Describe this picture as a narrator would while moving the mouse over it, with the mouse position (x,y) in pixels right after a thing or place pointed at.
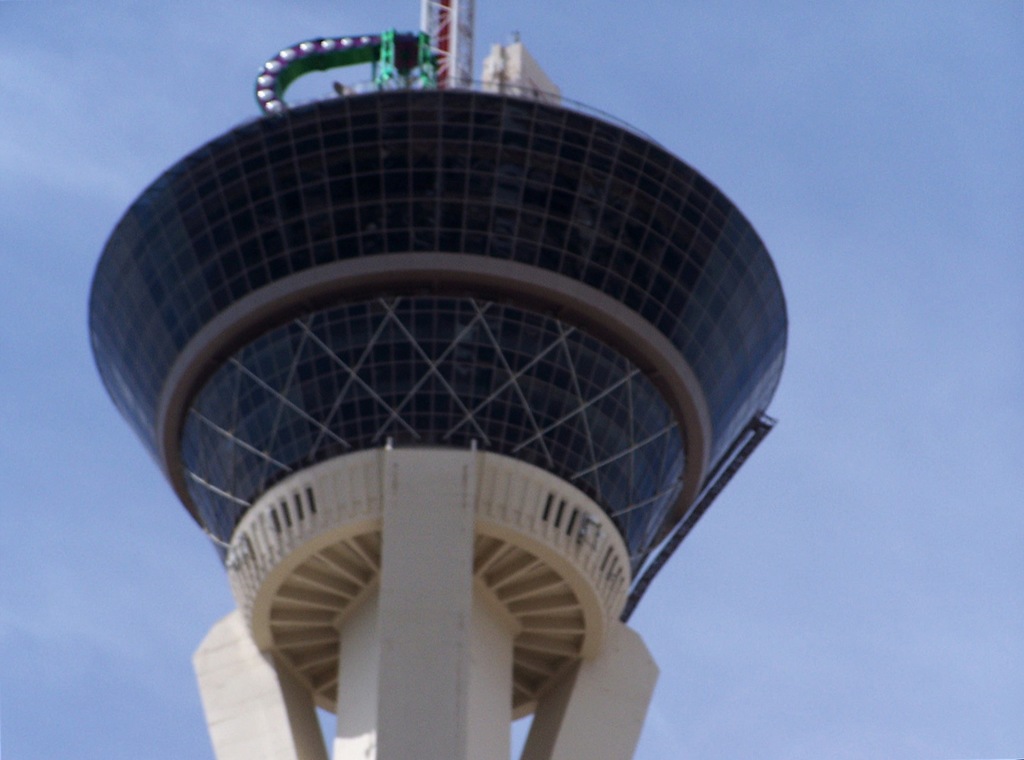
In the middle of the image (608,360) there is a tower (632,281) with glasses (276,405). To the tower (349,316) there are pillars (258,731) and at the top of the tower (497,96) there are poles (469,54). And in the background (806,240) there is a blue sky (17,217).
